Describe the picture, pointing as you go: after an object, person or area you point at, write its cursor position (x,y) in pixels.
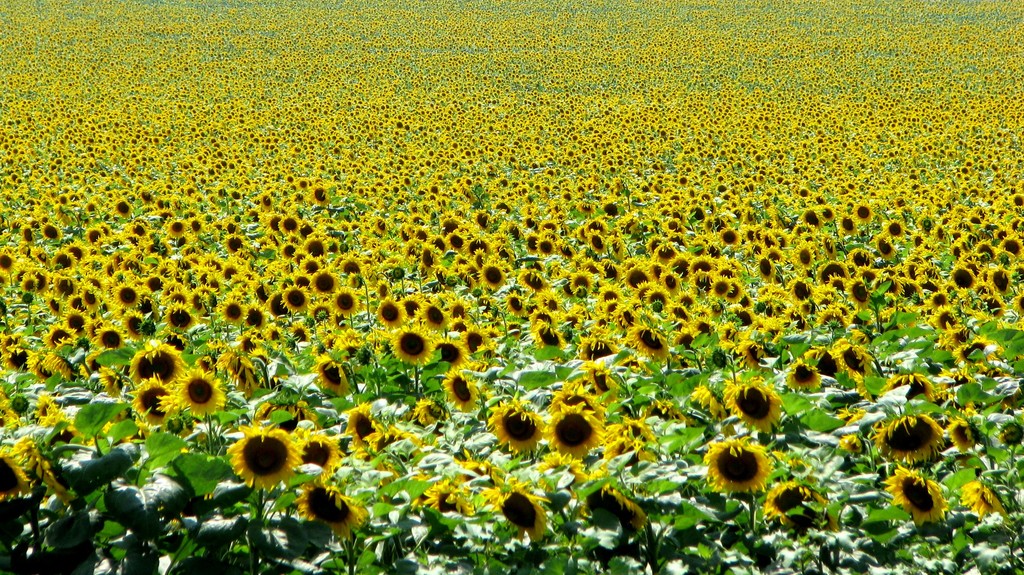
In this picture we can see sunflower plant field (64,338).
